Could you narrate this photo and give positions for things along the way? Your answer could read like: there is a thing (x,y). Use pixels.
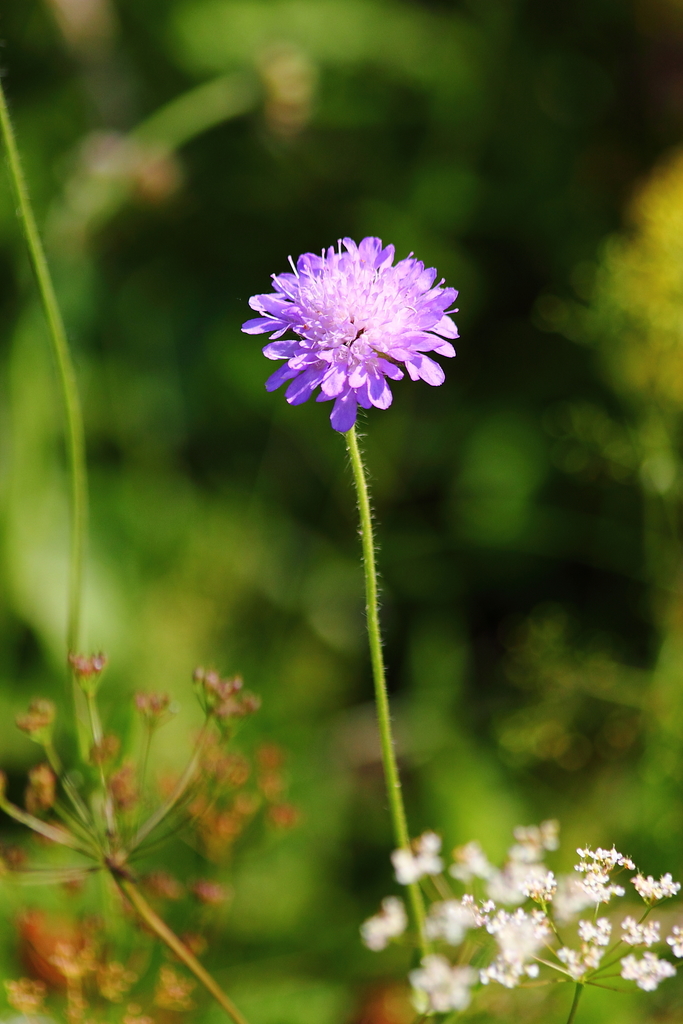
In this picture, in the middle (357,344), we can see a flower (441,374) which is in purple color. On the right side (585,898), we can see some flowers (506,945) which are in white color. On the left side (86,667), we can also see some flowers (230,1010). In the background (181,407), we can also see green color.
